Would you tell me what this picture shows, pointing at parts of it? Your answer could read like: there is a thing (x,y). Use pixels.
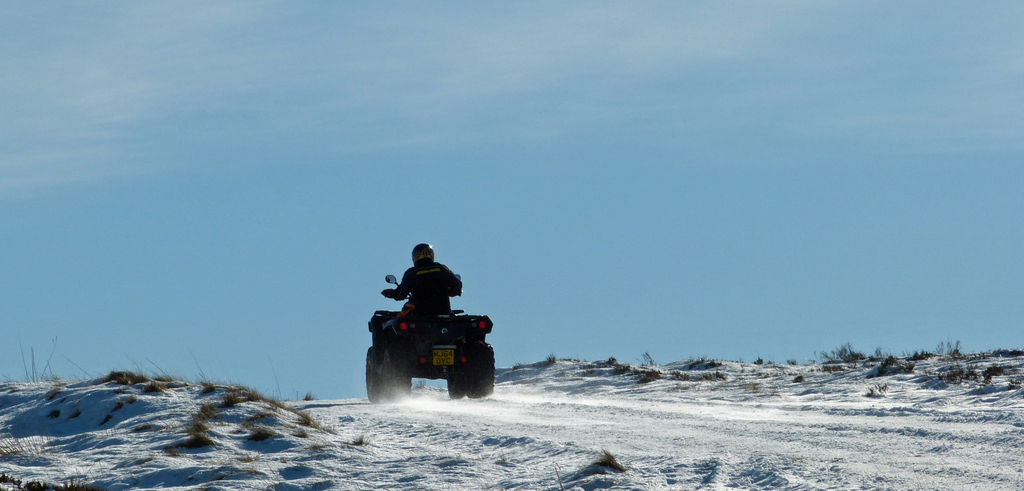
In this image I can see a person (428,297) on the vehicle (421,369). I can see the grass (196,411). In the background (463,102), I can see the clouds (133,103) in the sky (419,144).
